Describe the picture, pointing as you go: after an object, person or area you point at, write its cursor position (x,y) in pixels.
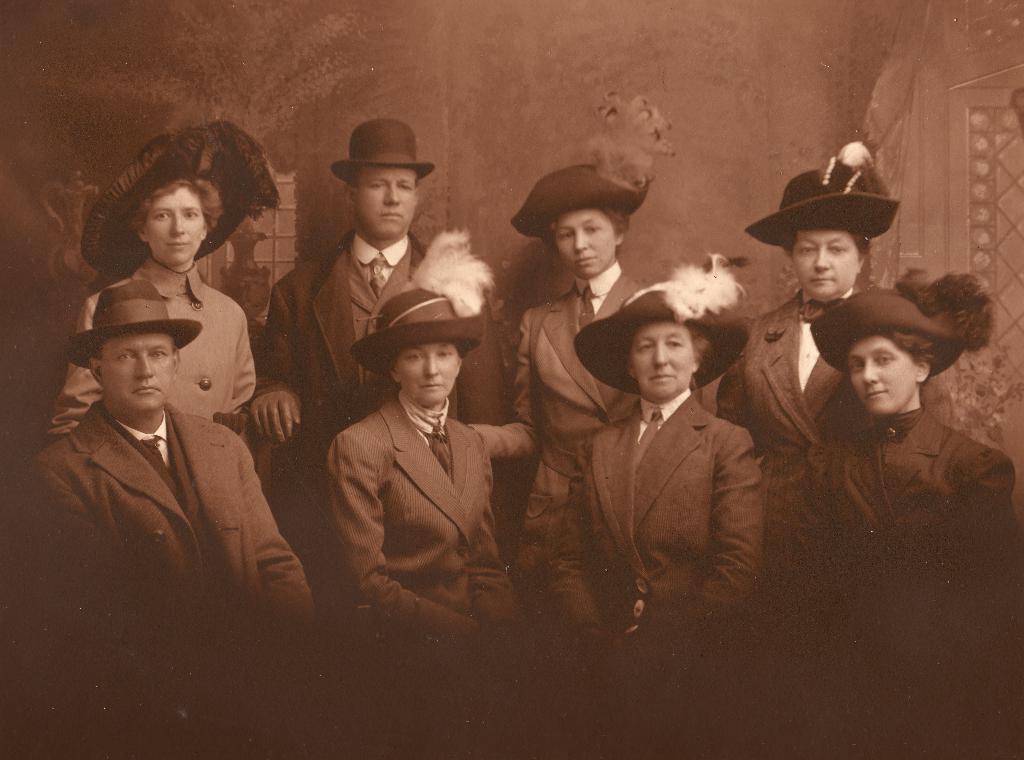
In this picture, we can see a few people (554,327) with hats (536,205), and we can see the background (712,99) with wall (712,116) and some objects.
